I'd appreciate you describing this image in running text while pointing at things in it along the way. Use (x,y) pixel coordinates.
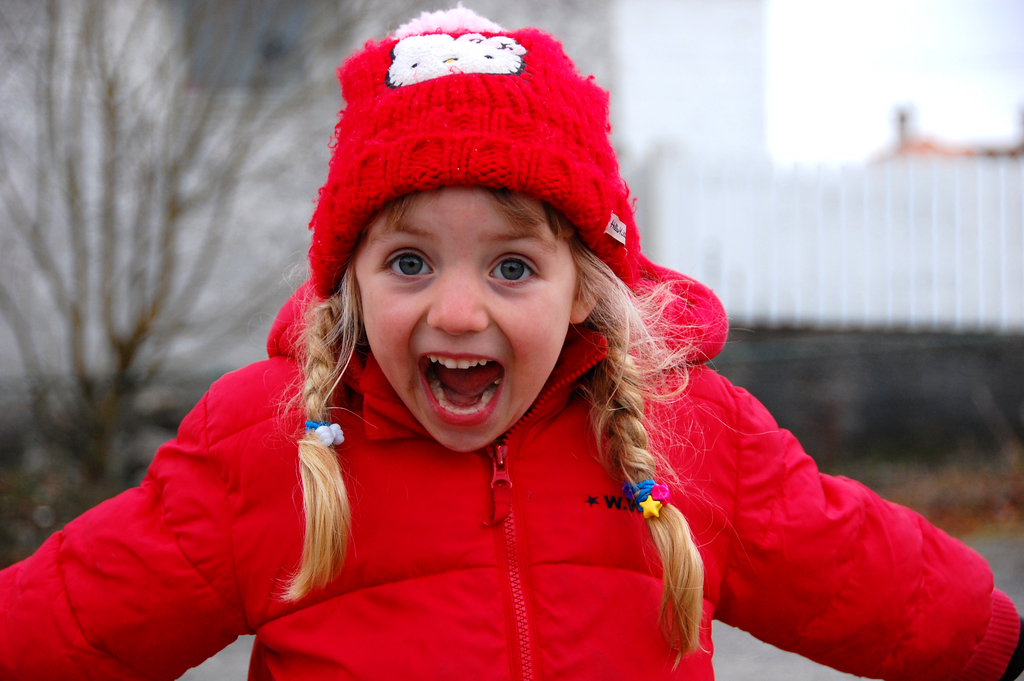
In this image we can see a baby girl (432,504) wearing a red color jacket (407,482) and she is shouting. Here we can see a tree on the left side (198,275).
